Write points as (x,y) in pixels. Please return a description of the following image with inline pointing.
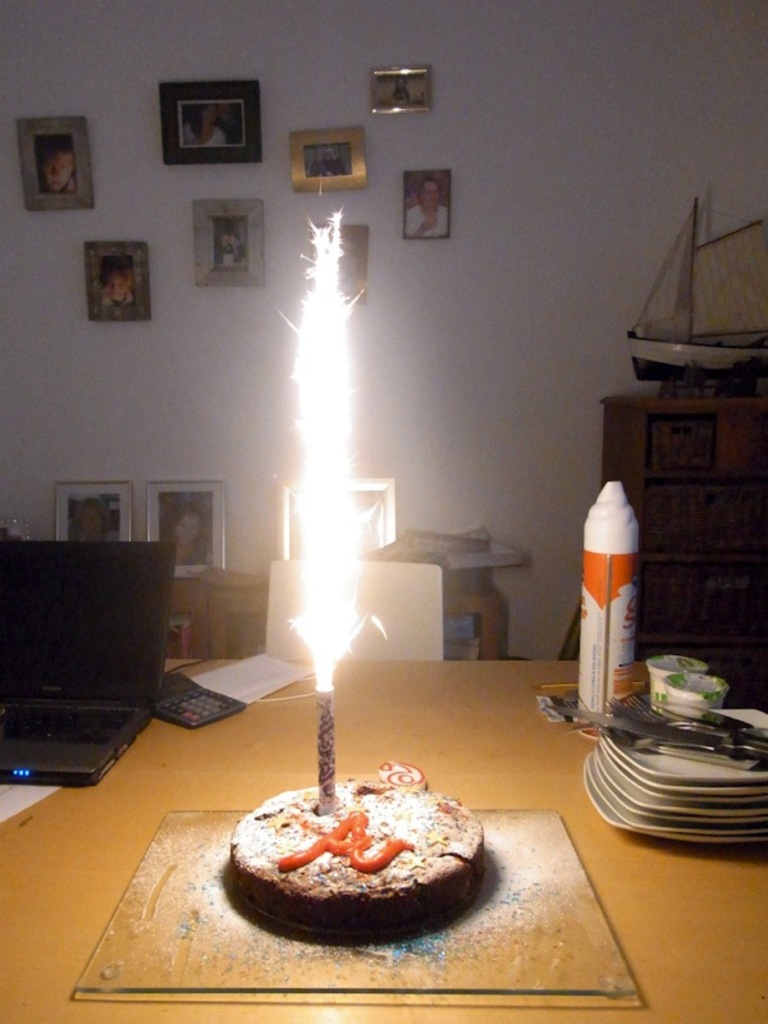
In this image, we can see a table (615,901), on that table (750,1003) there is a cake (452,894) and we can see a candle (330,753) on the cake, there is a black color laptop (62,675) on the table (247,752), in the background (585,230) we can see a wall (390,278) and there are some photos (35,198) on the wall (43,459).
